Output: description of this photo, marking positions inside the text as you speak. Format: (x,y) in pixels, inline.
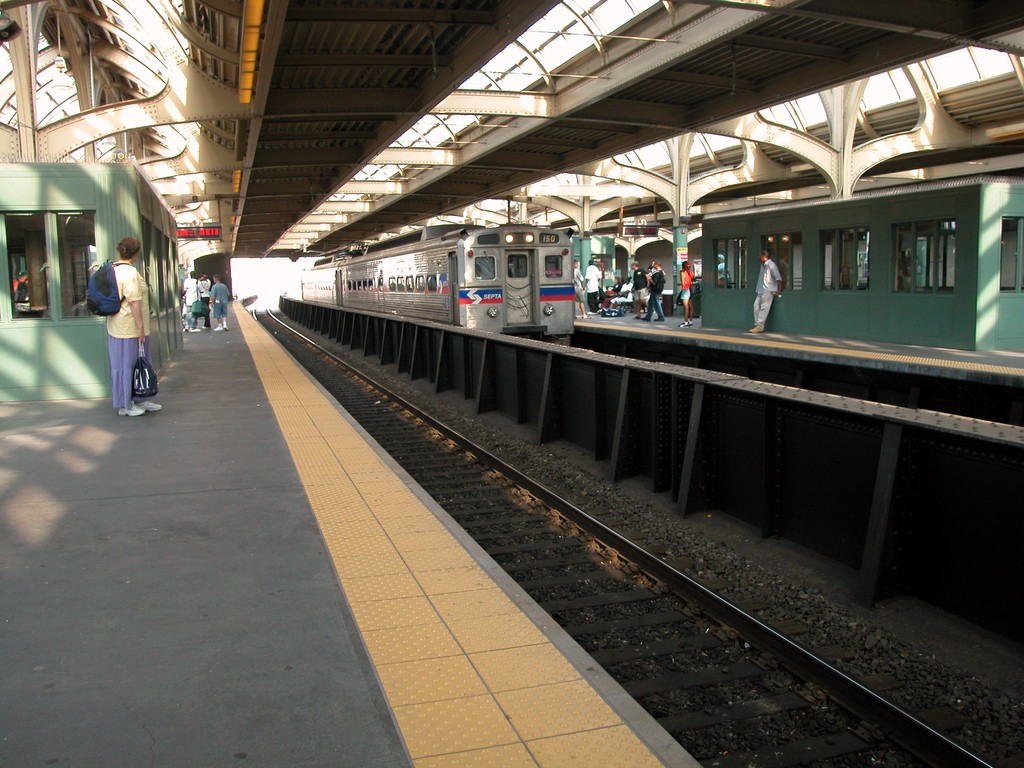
In the picture we can see a railways station platform (477,582) with some people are standing on it and beside it we can see the track (421,412) and beside it we can see a train (560,328) and beside it also we can see a platform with some people (764,310) on it and top of it we can see the shed (399,135).
